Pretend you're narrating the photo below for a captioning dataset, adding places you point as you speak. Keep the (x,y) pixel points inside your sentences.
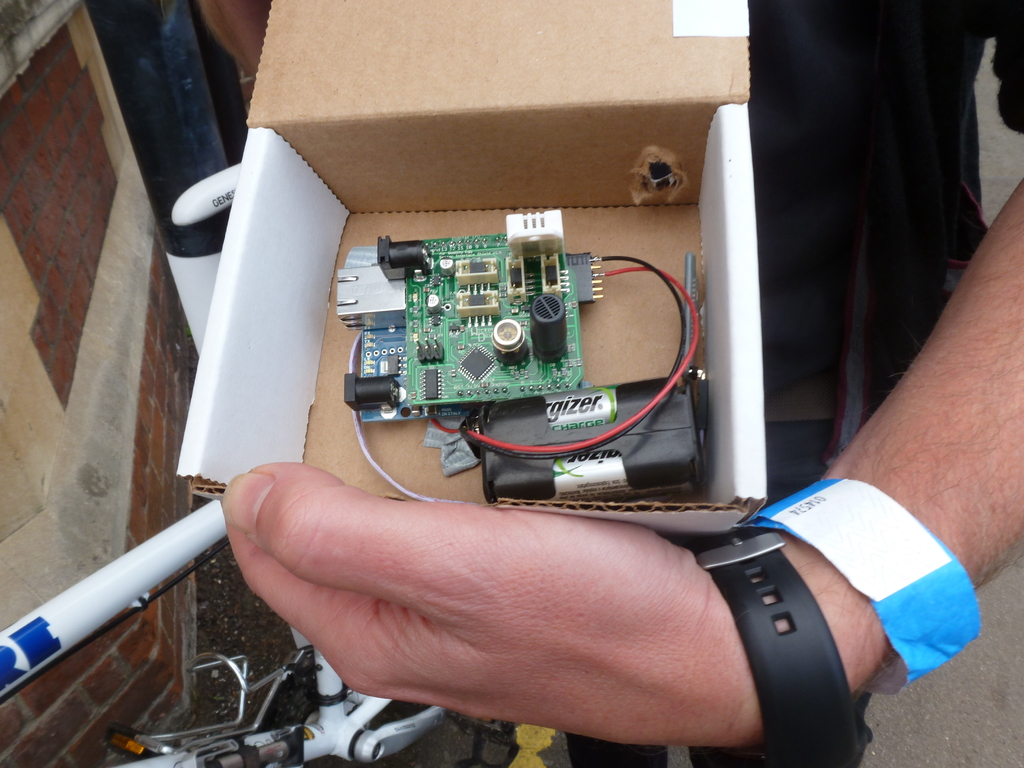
In this image I can see a person (302,594) is holding a carton box (520,95) in hand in which a circuit board (501,361) and batteries (603,399) are there. In the left (61,309) I can see a wall (69,508) and bicycle (328,730). This image is taken during a day.
